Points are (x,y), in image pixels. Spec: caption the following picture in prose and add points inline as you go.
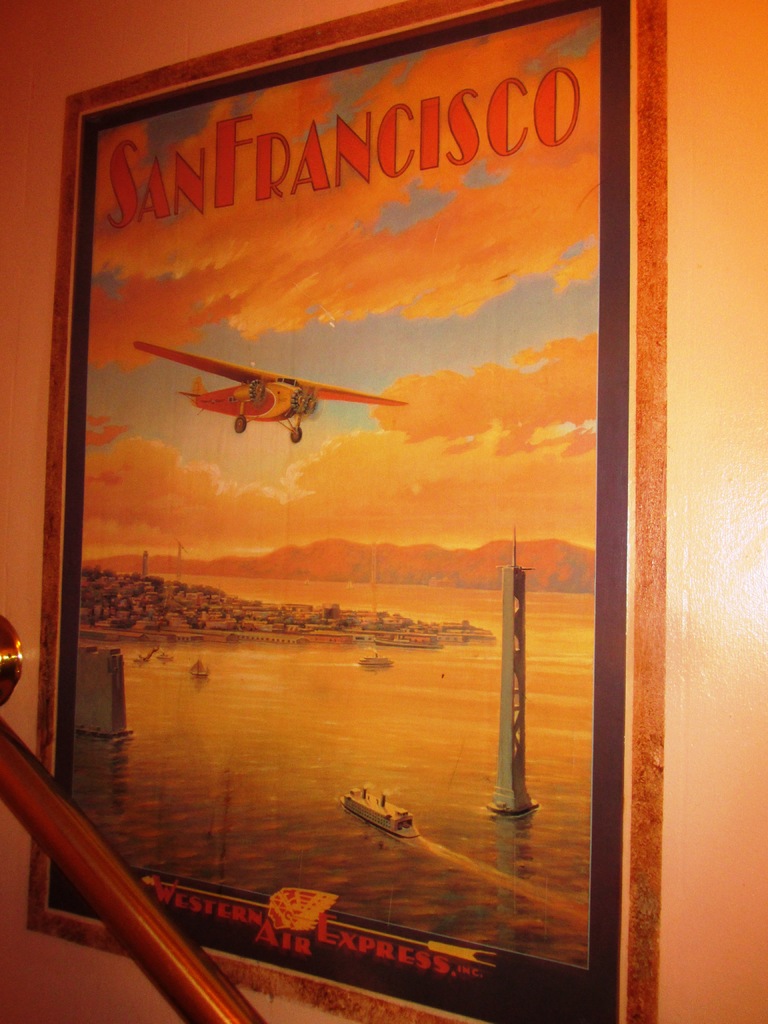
In this image there is a wall (31,955) for that wall (36,410) there is a frame (622,989), on that frame (616,187) there is text (131,187), airplane (247,388), sky (247,522), sea (390,601), ship (374,823) and tower (500,764).
